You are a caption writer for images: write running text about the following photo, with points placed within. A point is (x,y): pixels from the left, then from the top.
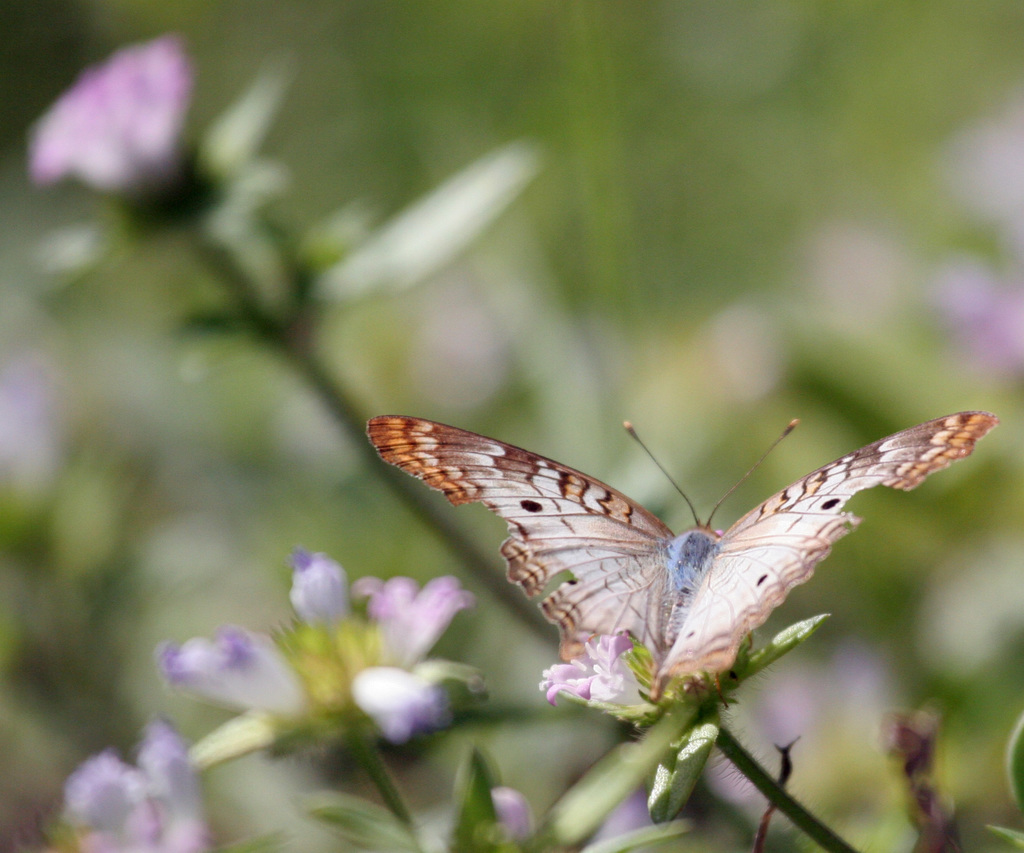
In this picture we can see the flowers (247,690), plants (688,677) and a butterfly (620,559) on the stem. In the background (176,52), the image is blurred.
